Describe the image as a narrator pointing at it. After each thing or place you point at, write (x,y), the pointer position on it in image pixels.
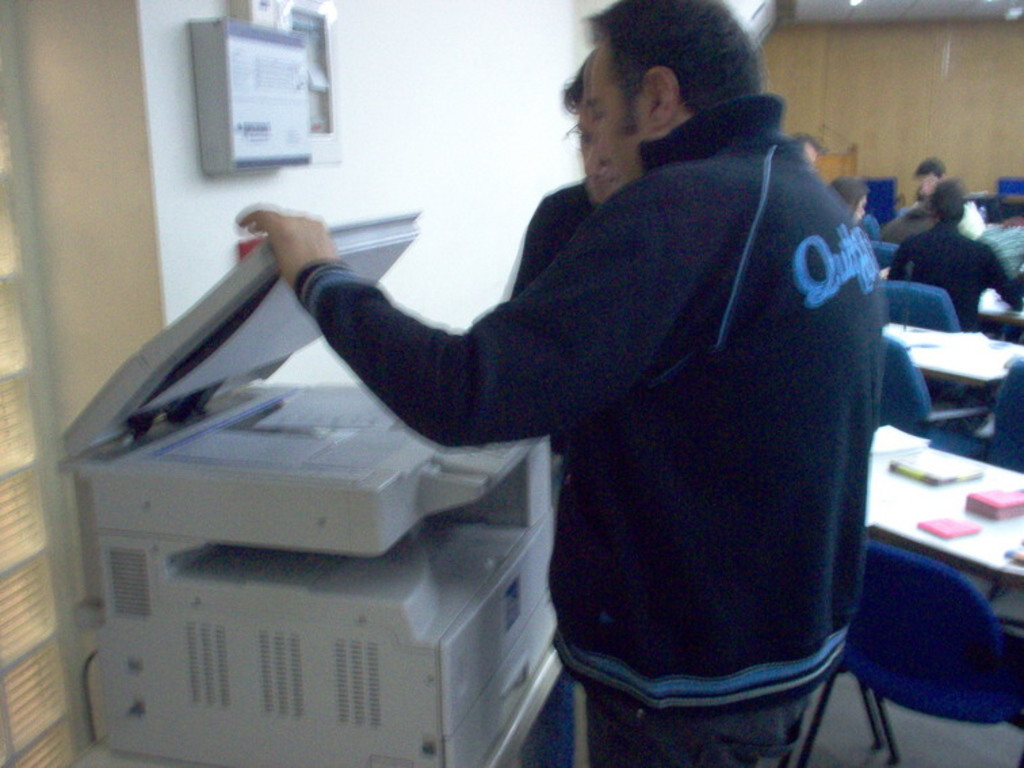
In this picture there are two people (586,315) standing and looking at the printer (425,468) and in the background (934,265) there are some more people (928,232) sitting.
